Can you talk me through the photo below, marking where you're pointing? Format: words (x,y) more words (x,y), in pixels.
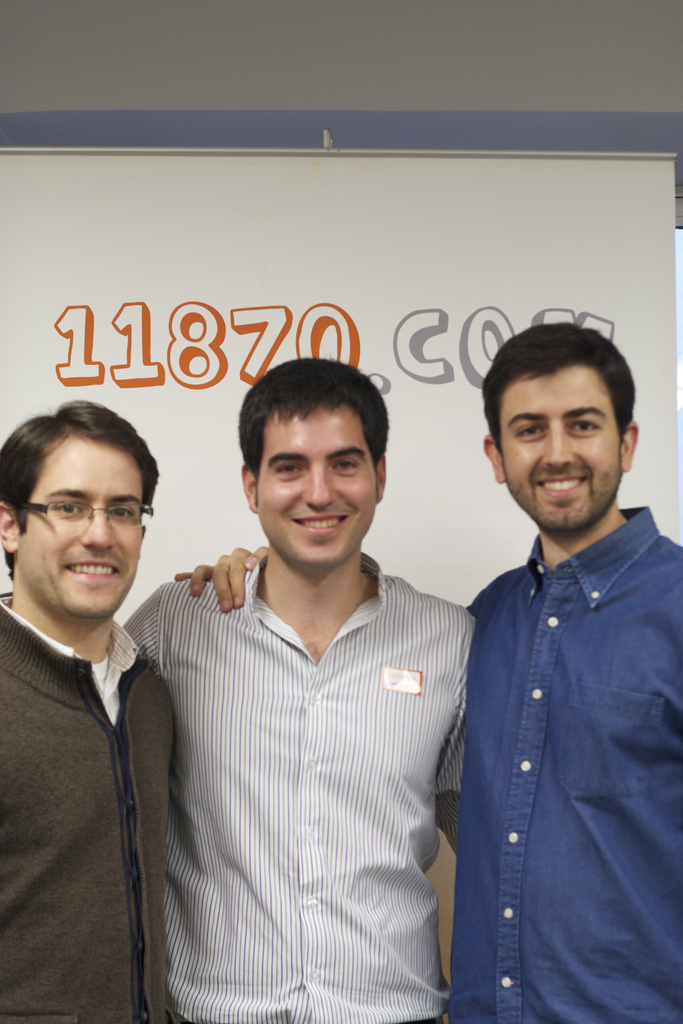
In this picture there are three persons (319,574) standing and smiling. At the back (14,272) there is a text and there is a number (358,345) on the board (390,357). At the top (419,50) there is a wall (199,88).
